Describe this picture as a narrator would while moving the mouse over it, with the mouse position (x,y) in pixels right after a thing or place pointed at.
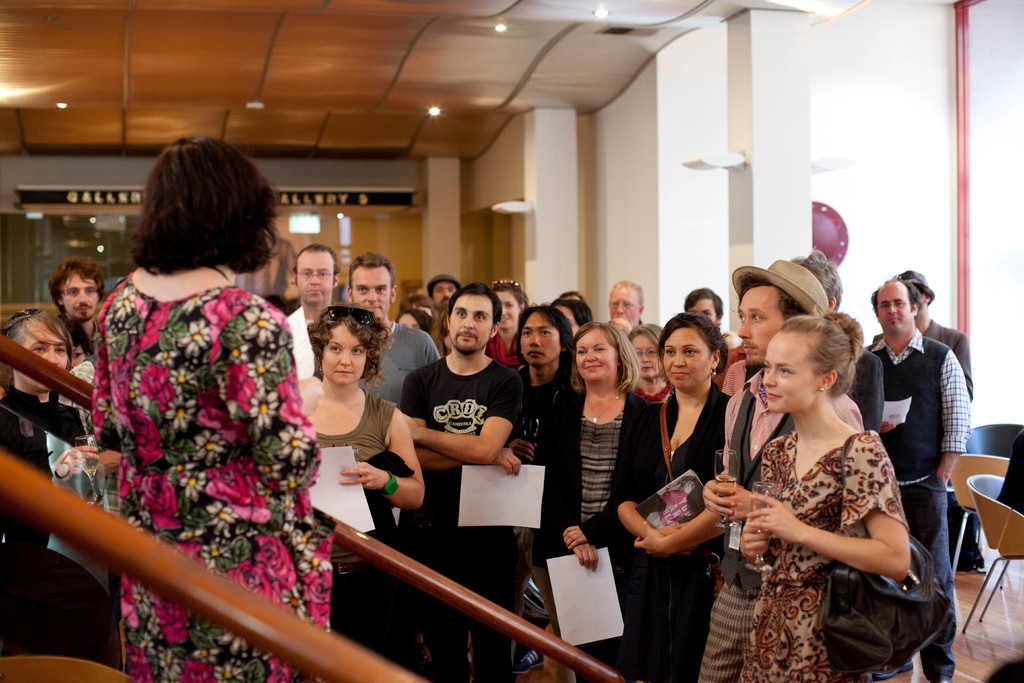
In this picture I can see number of people (597,326) in front (156,240) and I see that they're standing and few of them are holding white papers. On the right side of this image (965,527) I can see the chairs (1002,444). In the background (379,249) I can see the walls (623,212) and I see something is written on the left top of this picture (27,198) and on the top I can see the lights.
